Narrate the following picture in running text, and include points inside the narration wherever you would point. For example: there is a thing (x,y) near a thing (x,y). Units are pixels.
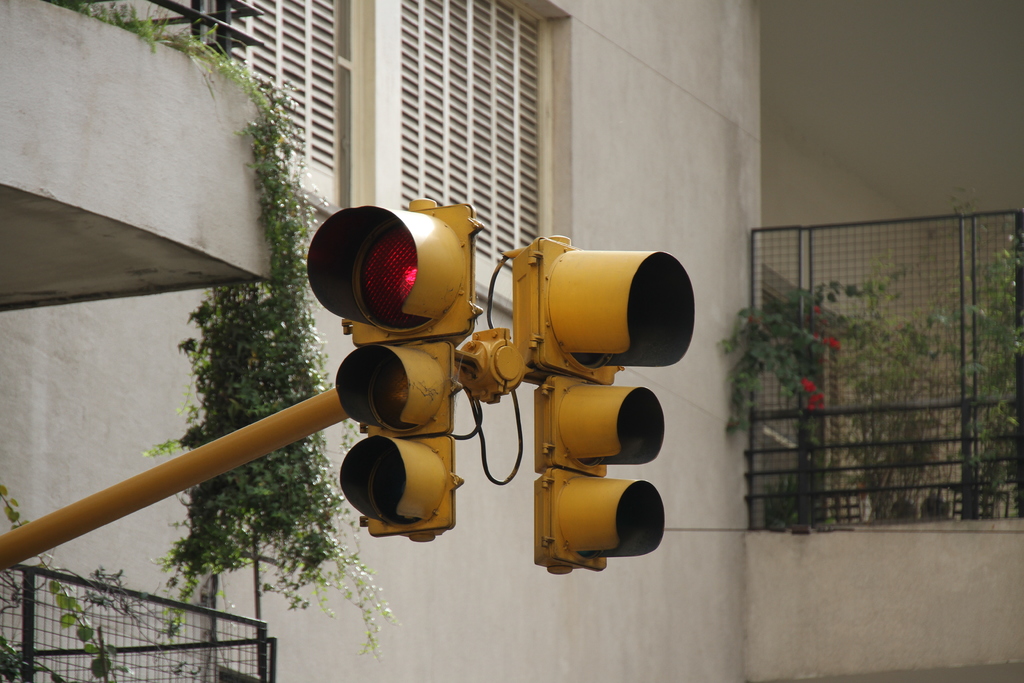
In this image in the front (449,483) there are traffic signals (437,372). In the background (877,342) there are plants (918,332) and there is a fence (880,283). On the left side (231,321) there are plants (260,306) and there is a grill (162,623) and there are windows (415,108).
